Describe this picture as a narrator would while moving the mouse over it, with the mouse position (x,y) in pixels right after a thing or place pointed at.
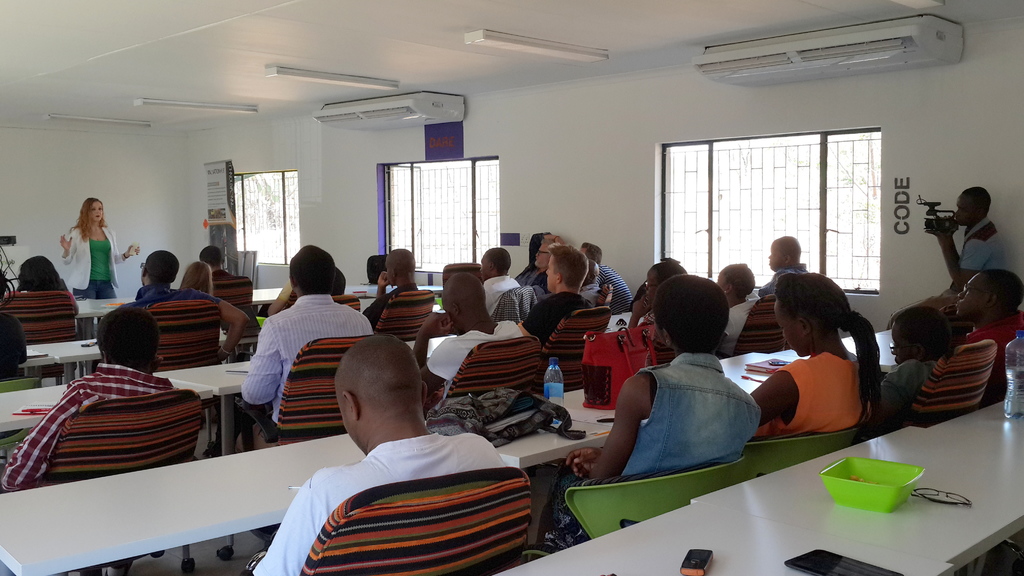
The picture is taken in a closed room (530,406) where people (354,468) are sitting on the chairs (603,519) and in front of them there is table (512,460) on which bags (599,387), water bottles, books (756,370), bowls (897,477), glasses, mobiles (707,575) are kept and in front of them one woman (110,294) in green shirt (105,277) and white coat (84,257) is standing and behind her there is a wall (81,151) and beside them there are windows (413,180) and there are ac's (838,30) in the room (444,215) and at the right corner (942,231) one man (954,252) is standing and holding a camera (946,232) in his hands (946,231).
